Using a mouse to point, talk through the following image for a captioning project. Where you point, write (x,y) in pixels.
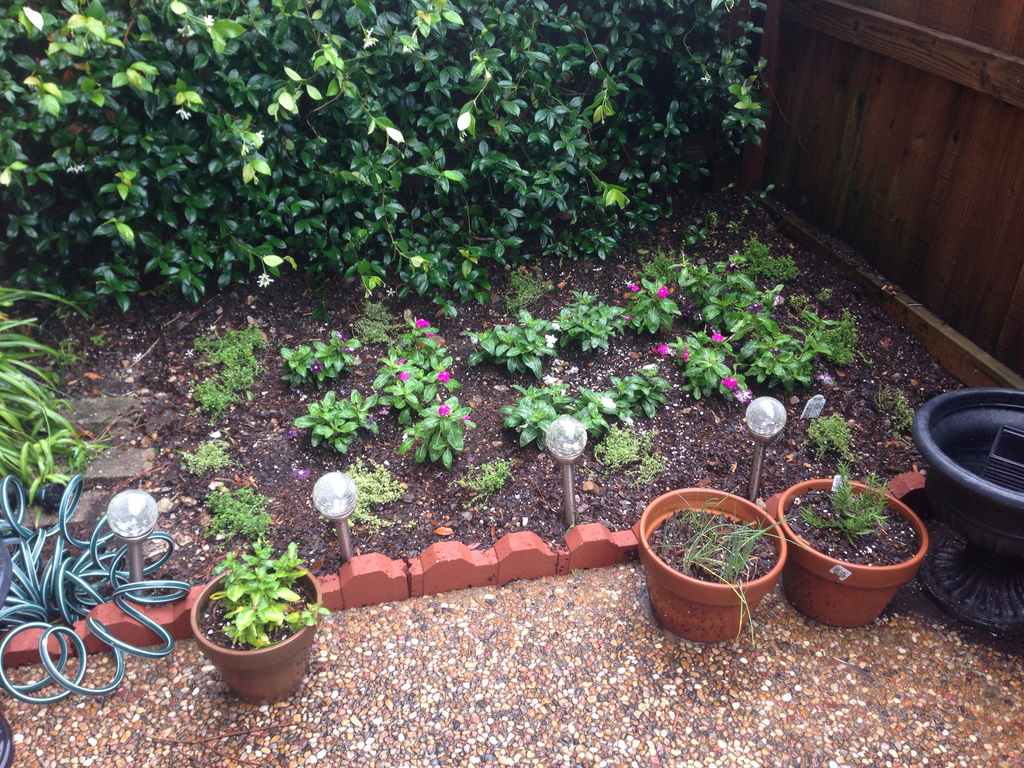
In this picture there are three plant pots (809,582) and there is a black color object (1013,499) in the right corner (1023,489) and there is a water pipe (61,568) in the left corner (55,589) and there are few plants (434,416) in the background (470,159) and there is a wooden fence (884,130) beside it.
